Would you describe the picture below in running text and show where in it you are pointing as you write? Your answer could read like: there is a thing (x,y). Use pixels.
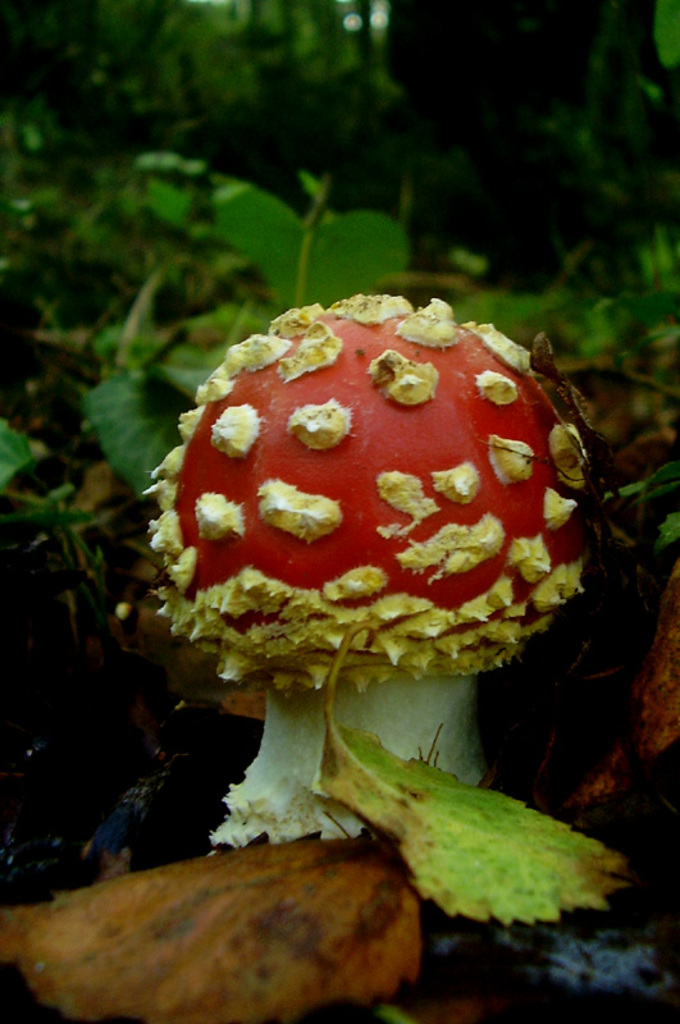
In this image I can see a mushroom (402,509) which is red, cream and white in color. I can see few leaves (469,823) which are green and brown in color and in the background (206,55) I can see few trees (449,26).
